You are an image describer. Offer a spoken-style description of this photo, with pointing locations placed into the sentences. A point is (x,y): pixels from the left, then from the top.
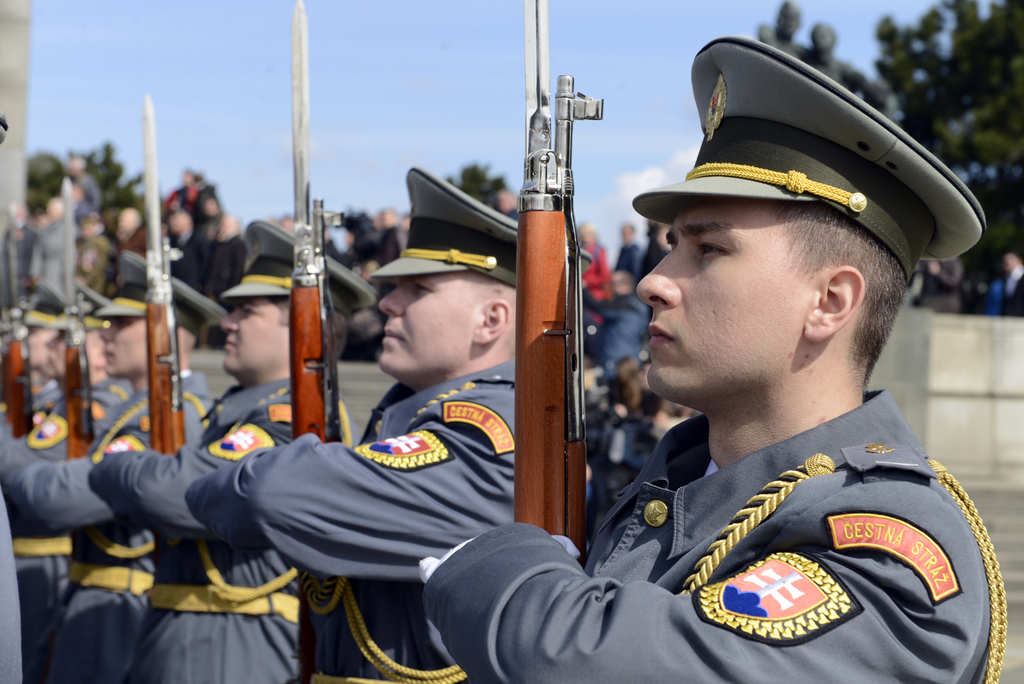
In the foreground of the picture (244,387) there are soldiers (450,405), holding guns (522,381). The background (752,7) is blurred. In the background (183,215) there are people (178,218), tree (931,75). Sky (201,95) is cloudy.
